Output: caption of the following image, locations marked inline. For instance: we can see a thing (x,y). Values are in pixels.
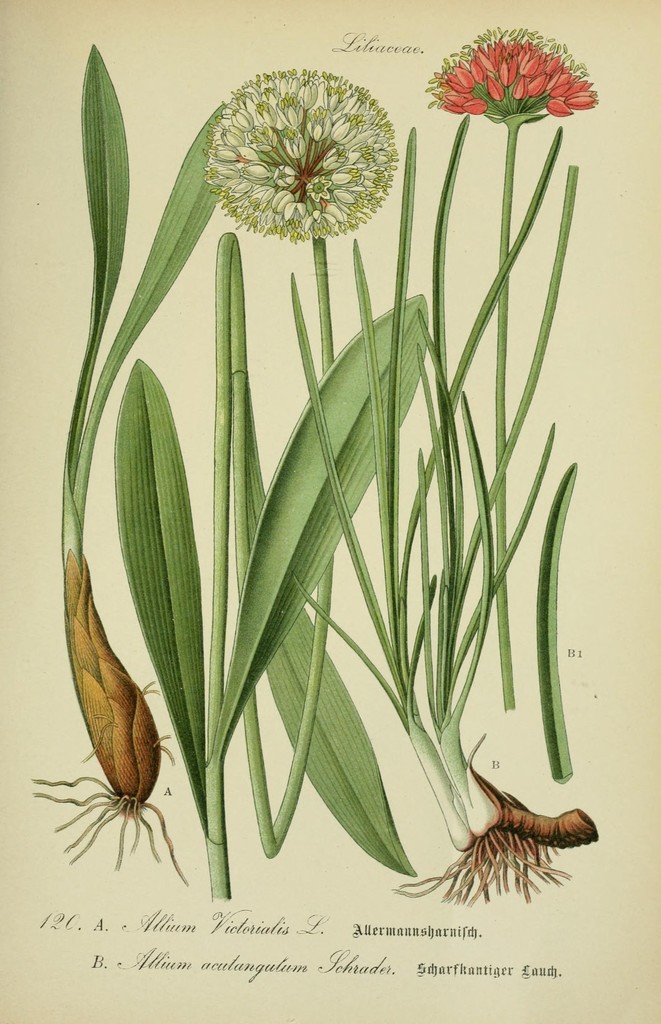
In this picture there are pictures (138,592) of plants (339,428) and flowers (300,226) on the paper (100,552). At the bottom (119,962) there is text (311,928).
